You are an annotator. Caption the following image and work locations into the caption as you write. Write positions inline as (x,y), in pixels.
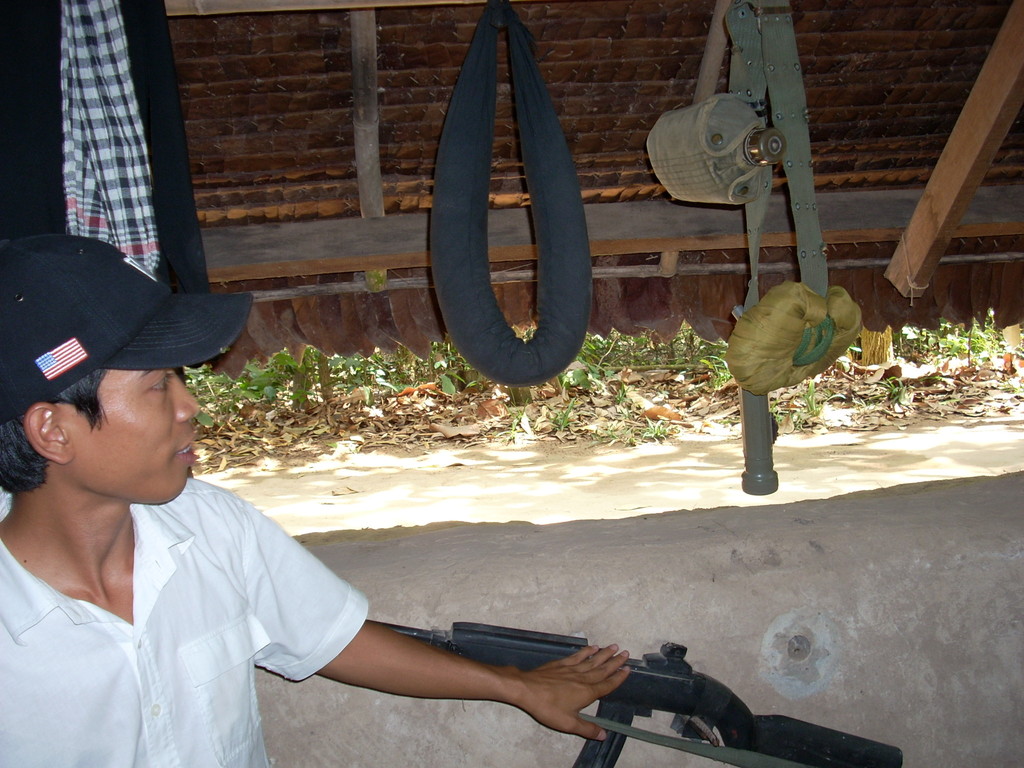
In this picture there is a boy (53,733) on the left side of the image (165,588) and there is a gun (461,632) at the bottom side of the image (692,665), there are clothes (149,67) in the top left side of the image (124,149).
